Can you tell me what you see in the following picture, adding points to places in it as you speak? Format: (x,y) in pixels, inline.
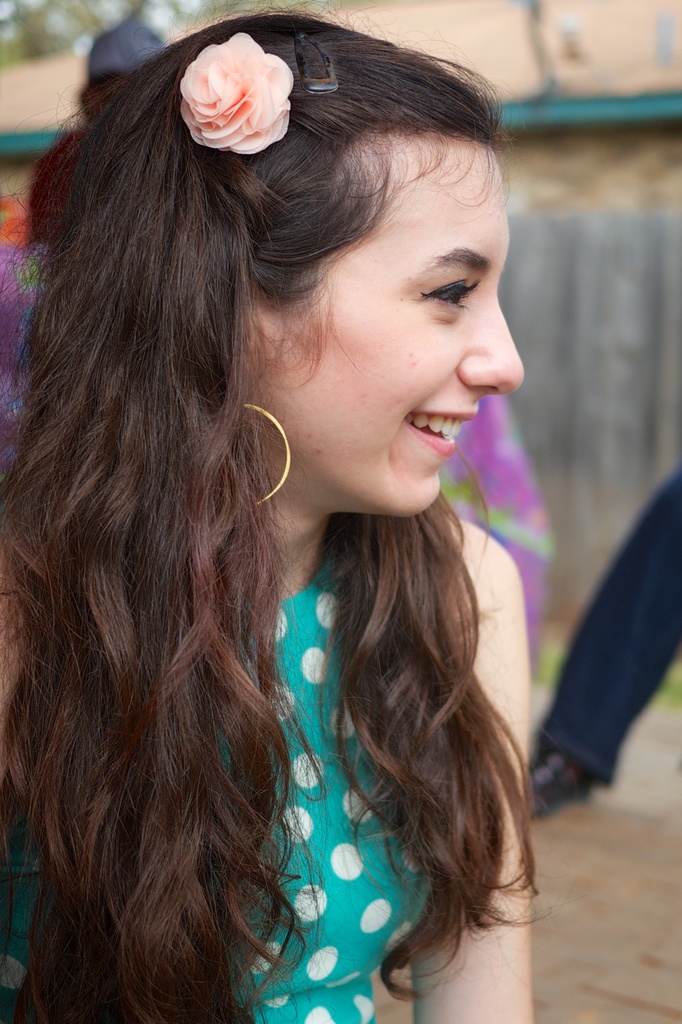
This picture shows a woman (216,714) seated. We see smile (444,442) on her face (448,432) and a rose flower (241,103) in the hair (323,135) and we see few people (634,582) on the side and we see a wall (542,185).
